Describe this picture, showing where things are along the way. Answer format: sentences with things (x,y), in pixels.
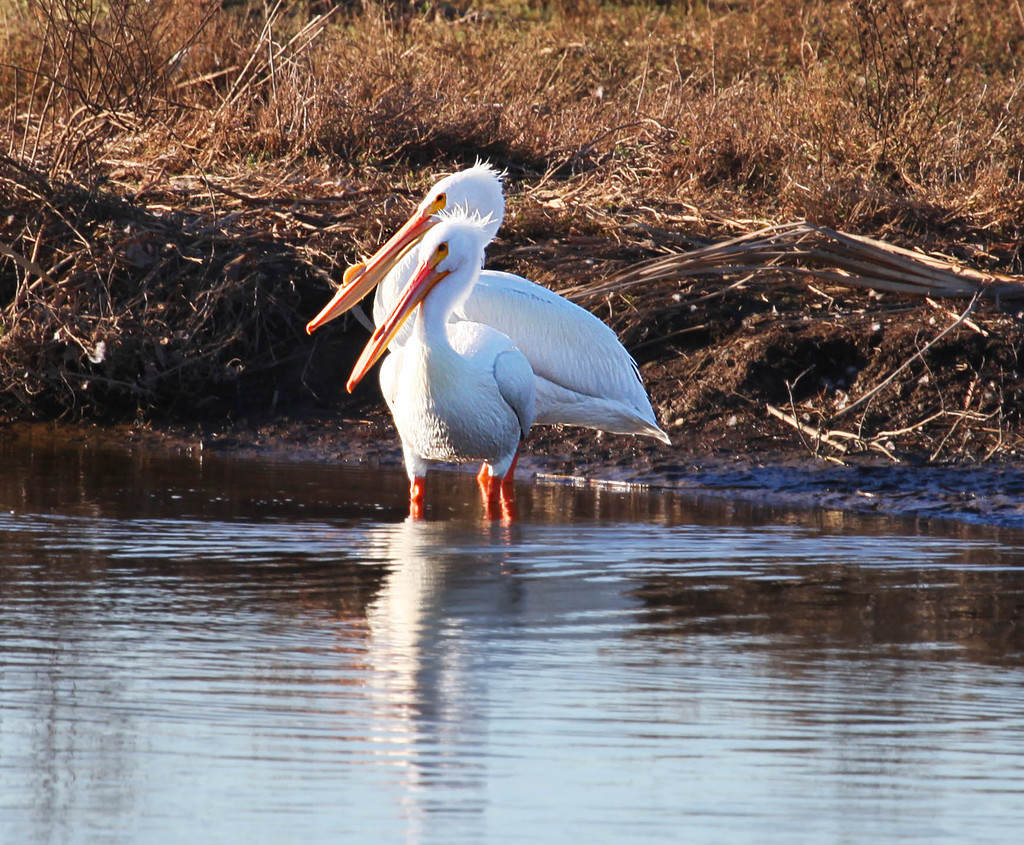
In this picture I can see the water (514,729) at the bottom (609,697), in the middle (627,364) there are pelicans (474,347). In the background (81,279) there are plants (592,213).
